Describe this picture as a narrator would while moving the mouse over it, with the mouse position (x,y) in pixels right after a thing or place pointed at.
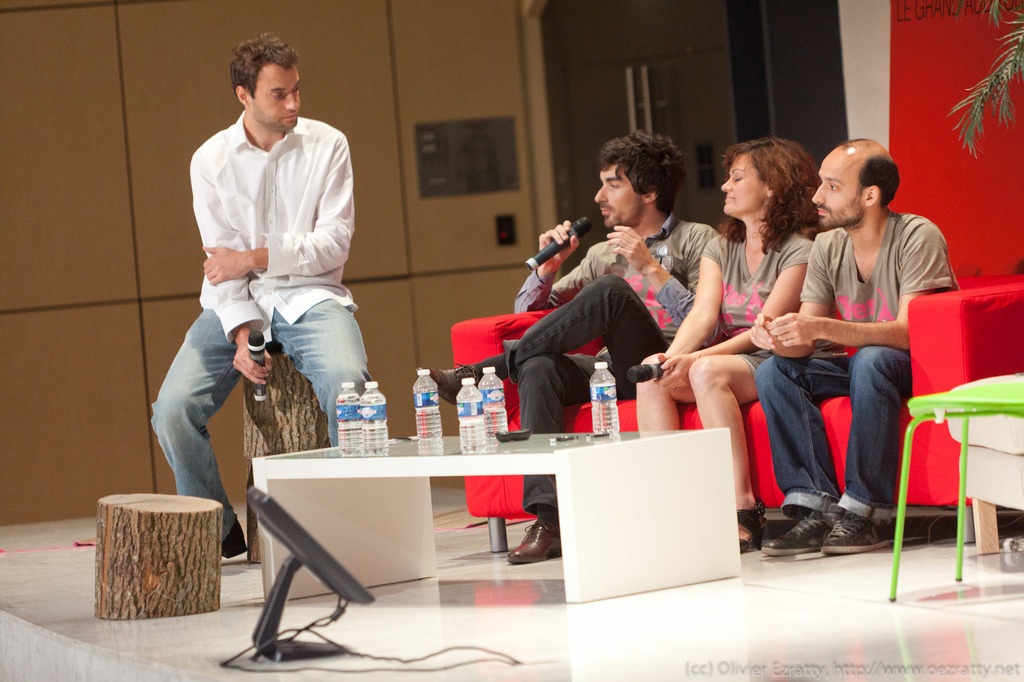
In this image there is a table (427,468) in the middle (420,448). On the table (591,438) there are water bottles (596,404) and a remote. On the right side (938,335) there is a red colour sofa (929,344) on which there are three persons (756,272). There is a man (603,251) who is holding the mic (556,246) is on the left side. On the left side (257,231) there is another man (264,251) who is sitting the tree bark (279,391). In the background (437,47) there is a wall (335,37) on the left side (248,22) and a door (603,66) on the right side (688,33). At the bottom (331,585) there is a screen (279,599) with the wires (351,652). On the right side (945,410) there is a green colour chair (967,410).
